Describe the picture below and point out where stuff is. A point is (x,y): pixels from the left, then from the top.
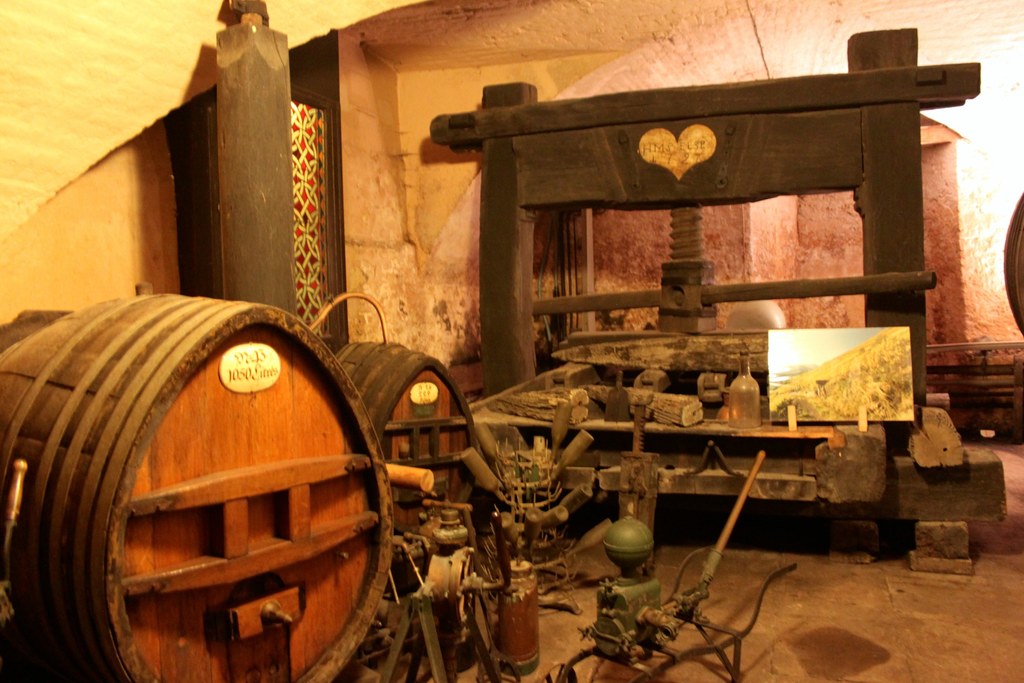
In the image there are wooden objects (55,549) such as wooden barrels (136,464) and wooden machines (714,341). On the wooden machine (737,361) there is a bottle (743,422), frame (848,413) and some other objects (728,411) on it. On the floor (751,590) there are few tools (497,538). In the background (767,44) there is a wall (754,44) and also there is a cupboard (309,93).
